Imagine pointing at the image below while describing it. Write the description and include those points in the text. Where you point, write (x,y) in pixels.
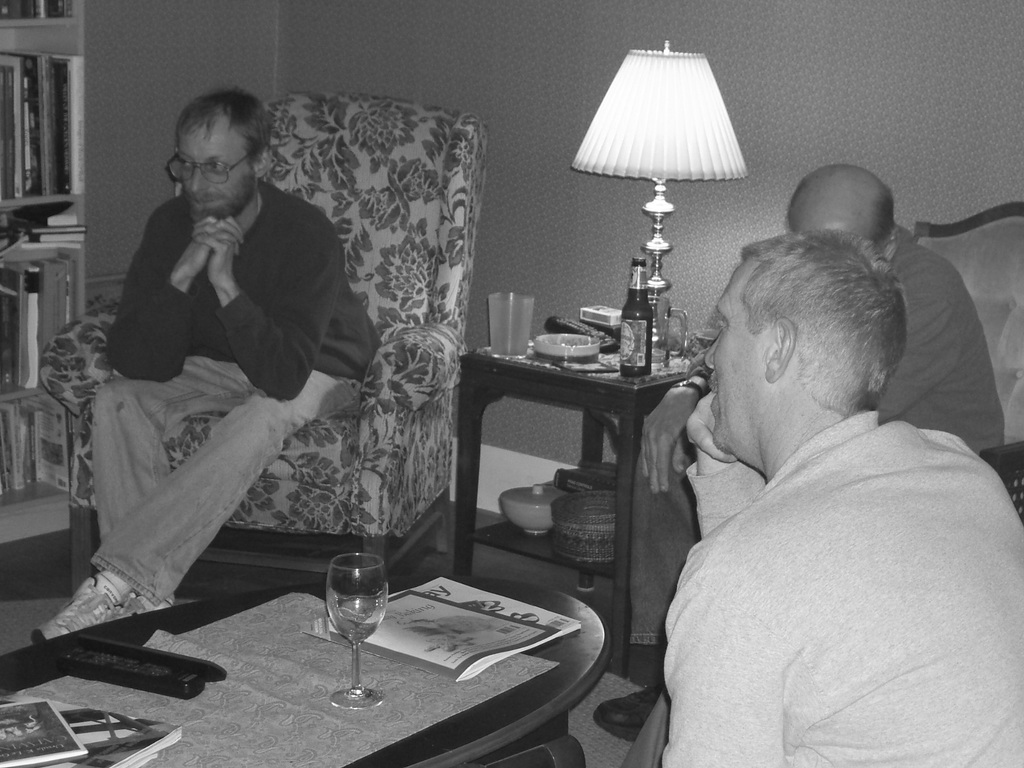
A black and white picture. These 3 persons (259,274) are sitting on a chair (361,263). On this table (535,388) there are bowls (584,347), glass (522,339), bottle (641,328), lantern lamp (689,164) and match box (598,312). This rack (59,31) is filled with books (40,128). On this table (429,655) there is a books (459,632), glass (361,620), remotes (133,655) and cloth (253,727).
